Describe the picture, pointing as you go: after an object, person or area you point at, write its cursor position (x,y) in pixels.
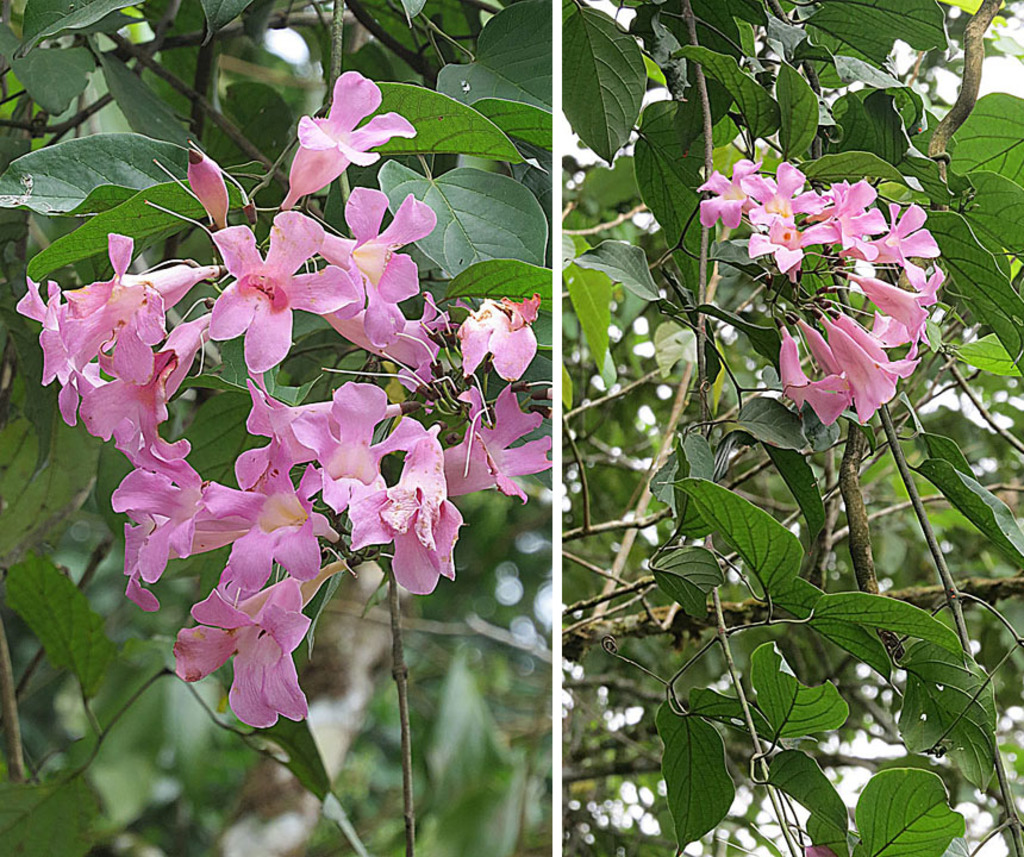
In this picture, we can see two images with some plants (605,223), flowers (457,333) and trees (112,553).
